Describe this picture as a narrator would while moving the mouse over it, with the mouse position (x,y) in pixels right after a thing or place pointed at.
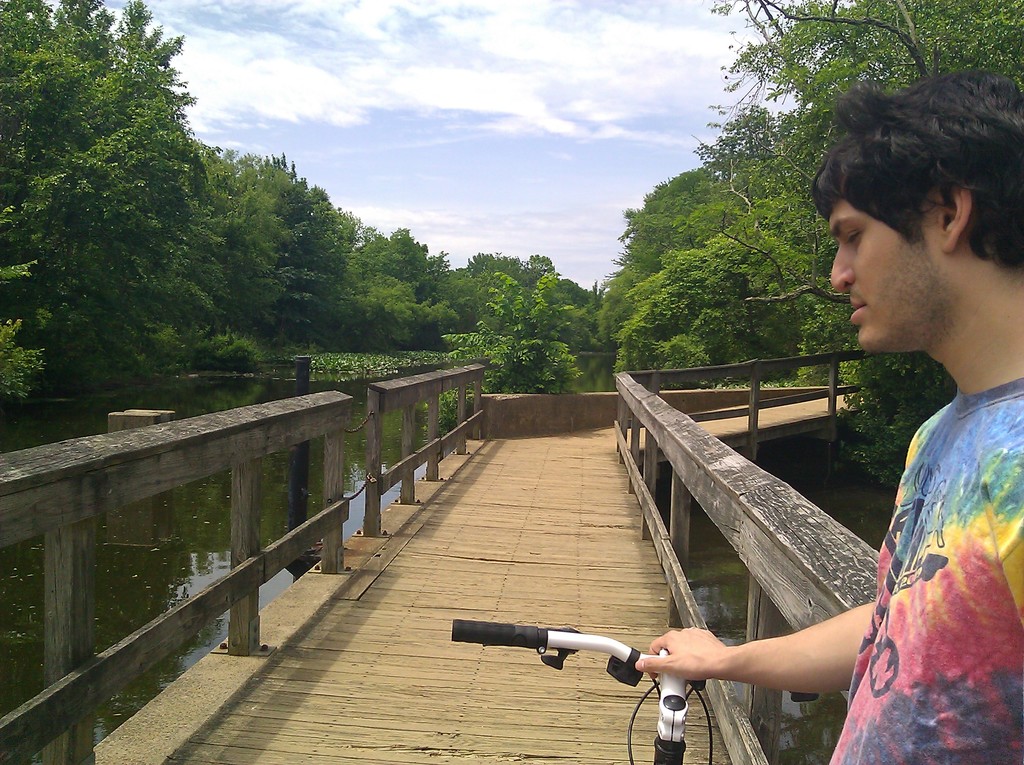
In this image there is a man (781,670) standing on the bridge (579,595) by holding the handle (605,636) of the cycle (629,673). There are trees (674,183) all around the bridge (419,496). Behind the bridge (377,501) there is water (177,530). At the top (417,169) there is sky (466,190).
